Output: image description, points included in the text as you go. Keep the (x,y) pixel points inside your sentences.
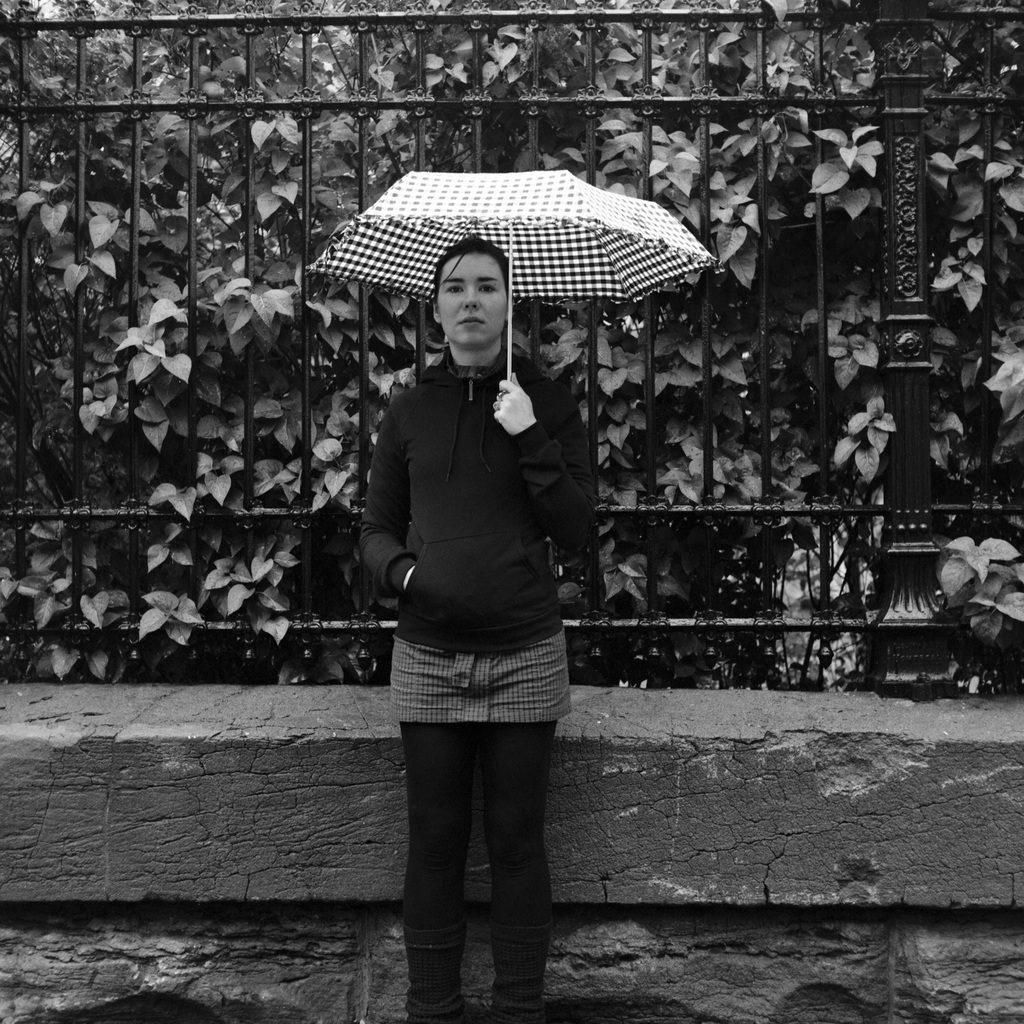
In the middle of the image (493,583) we can see a woman (483,547), she is holding an umbrella (402,267), behind to her we can see few metal rods (80,395) and trees (793,250), and it is a black and white photography.
